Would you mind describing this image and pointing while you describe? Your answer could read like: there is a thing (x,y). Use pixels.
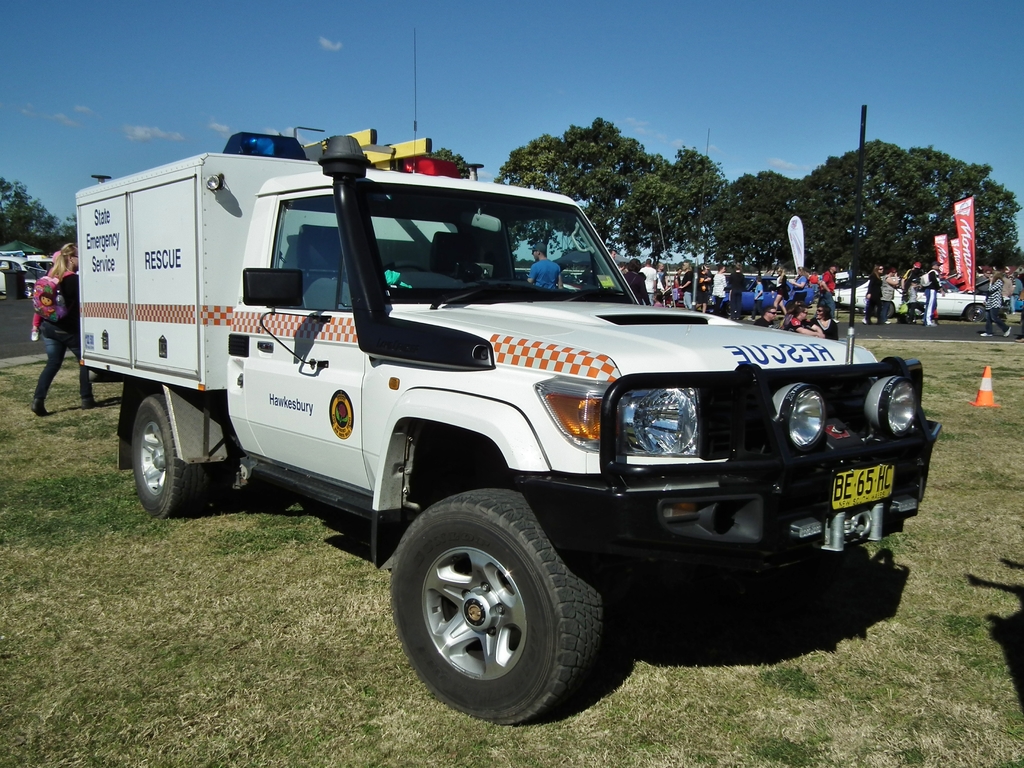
In this image, we can see some vehicles (295,247). There are a few people (829,307). We can see the ground (927,589) with an object (987,368). We can also see some grass (905,605). We can also see a pole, banners (968,275) with some text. There are a few trees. We can see the sky (202,106) with clouds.
